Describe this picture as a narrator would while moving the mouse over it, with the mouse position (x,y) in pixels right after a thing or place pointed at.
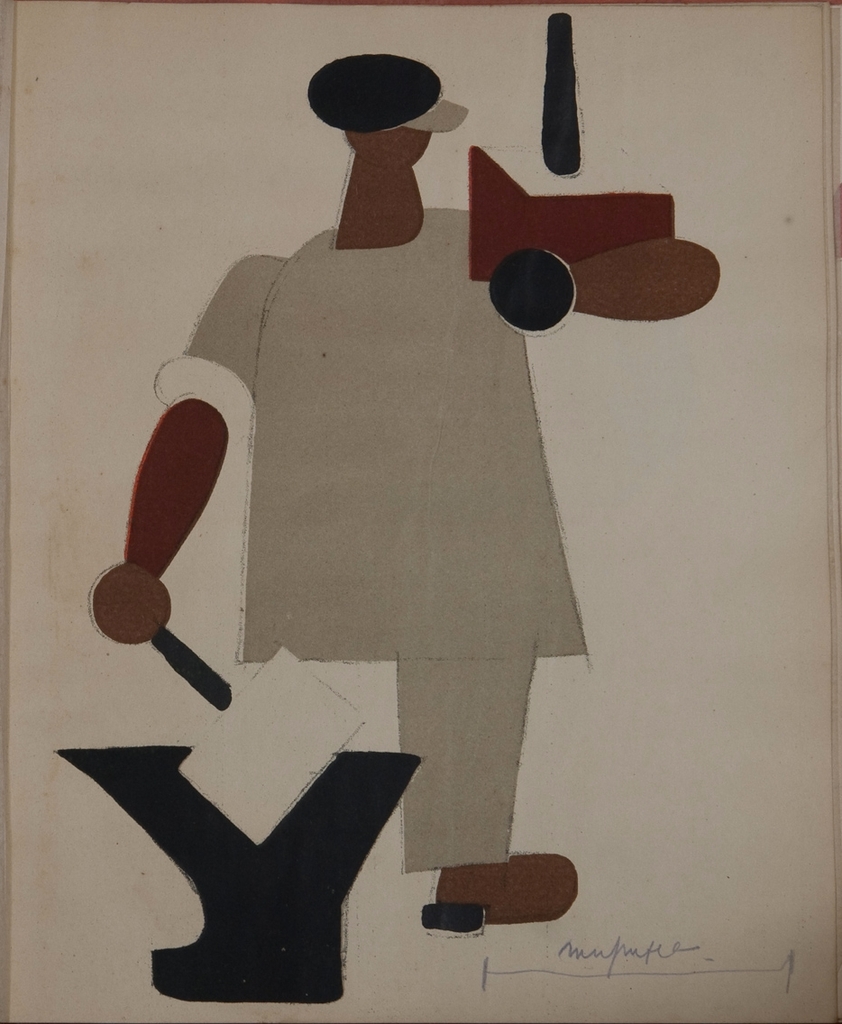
In this image there is a poster (213,501) having a painting (352,459) of a person (336,423). Bottom of image (661,961) there is some text (683,945).
